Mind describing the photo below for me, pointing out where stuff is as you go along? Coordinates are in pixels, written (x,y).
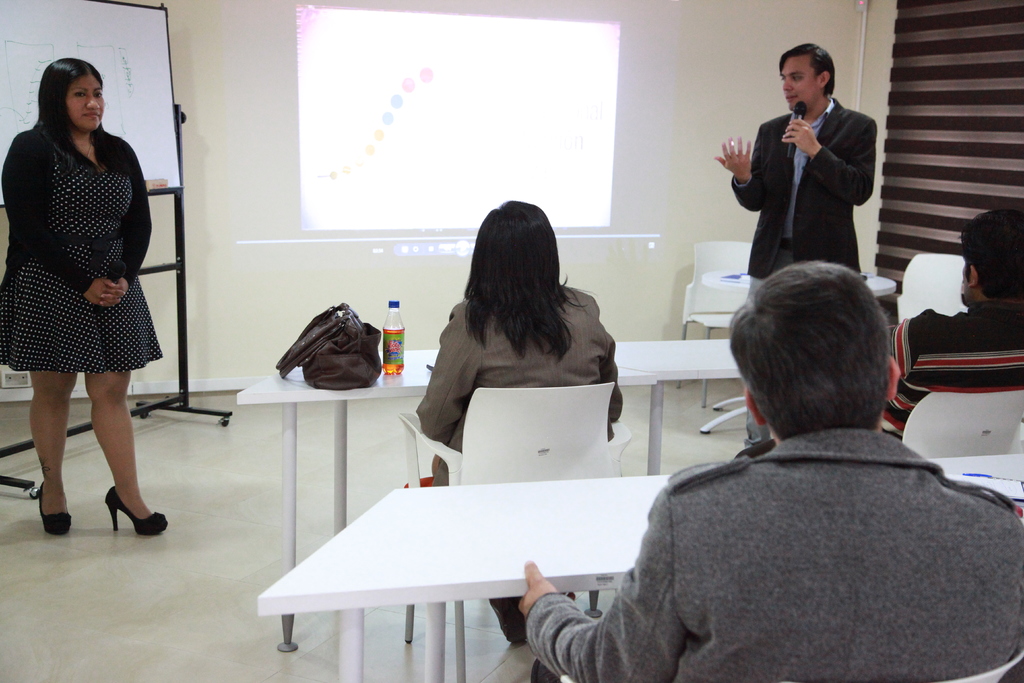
In this image, we can see persons (856,349) wearing clothes (822,545) and sitting on chairs (555,402) in front of tables (687,348). There is a person (142,360) on the left side of the image (89,304) standing in front of the board (141,54). There is an another person (789,201) on the right side of the image (803,224) standing in front of chairs (925,274). There is a screen (483,121) at the top of the image (480,90). There is a handbag (330,352) and bottle (384,347) on the table (374,388).
